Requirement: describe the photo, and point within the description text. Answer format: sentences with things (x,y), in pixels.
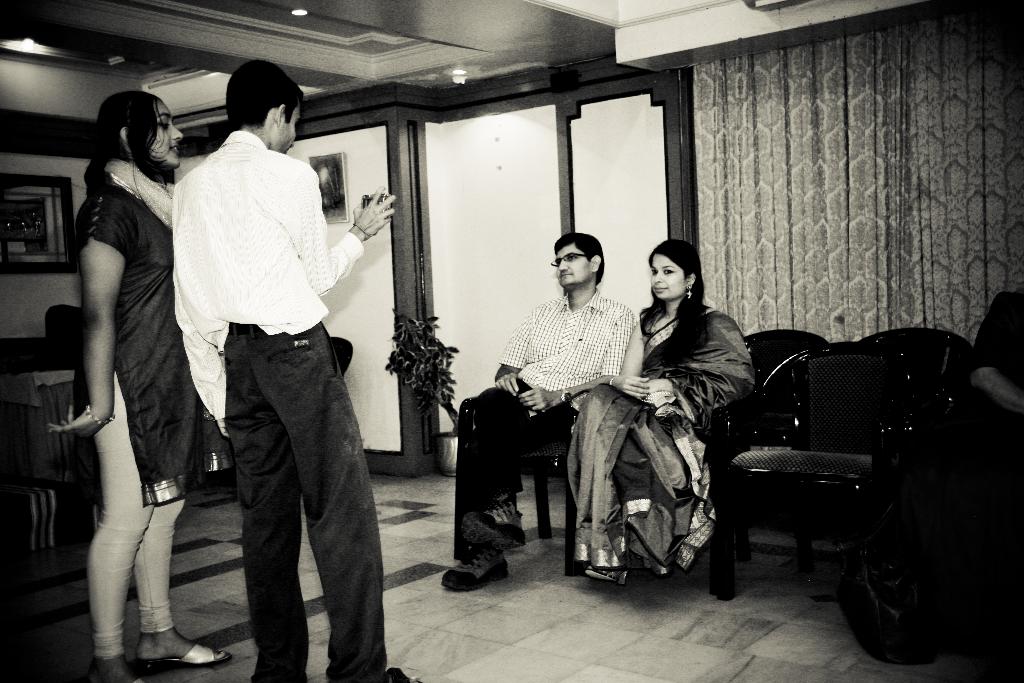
In this black and white image there are two persons (242,365), one is a girl (169,335) and one is a boy (306,430) standing on the floor (397,587), in front of them there is a couple (640,404) sat on their chairs (726,425), beside them there is another person (985,430) sat on his chair (968,502) and there is a luggage (898,578) on the floor (777,612). In the background (492,211) there is a wall (516,191) and curtains (806,189). At the top (383,31) there is a ceiling (356,34). On the left side of the image (65,265) there is a frame (50,266) hanging on the wall (12,329) and there is a table (37,448).
